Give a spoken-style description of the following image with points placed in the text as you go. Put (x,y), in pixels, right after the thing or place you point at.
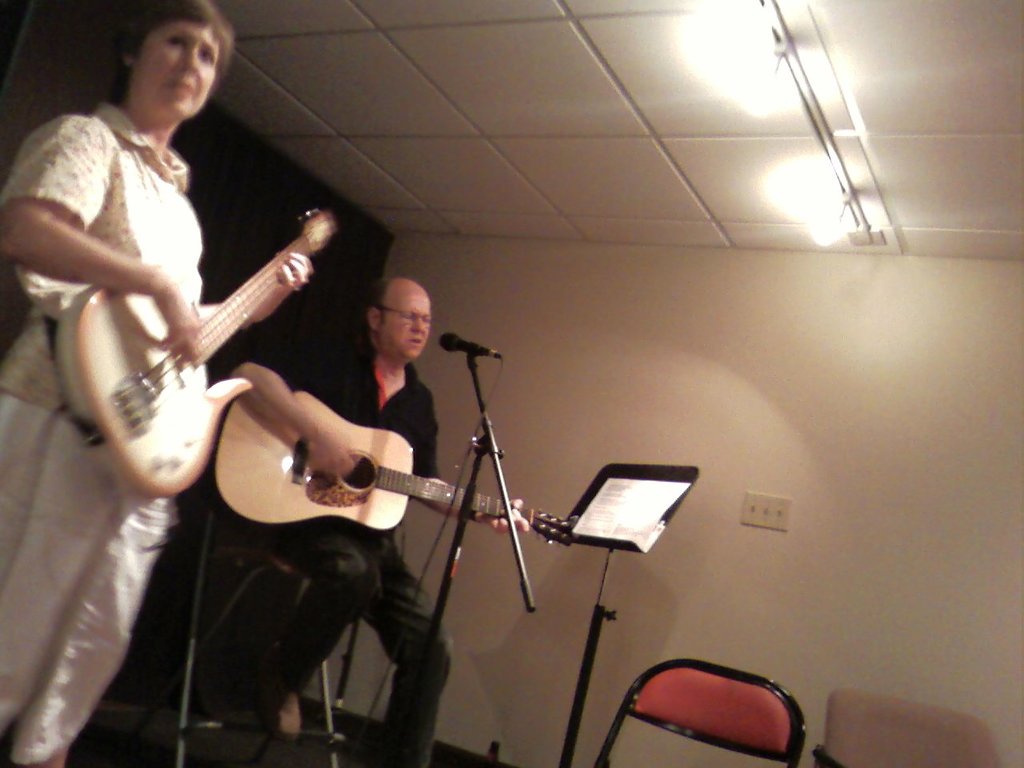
There is a man (368,365) in black color t-shirt (387,425) sitting, singing, holding and playing guitar (480,503). Beside him, there is a woman (78,485) standing, holding and playing guitar (106,426). In the background (588,387), there is a wall (819,268), switch board (758,518), chairs (689,659) and stand (607,491).
